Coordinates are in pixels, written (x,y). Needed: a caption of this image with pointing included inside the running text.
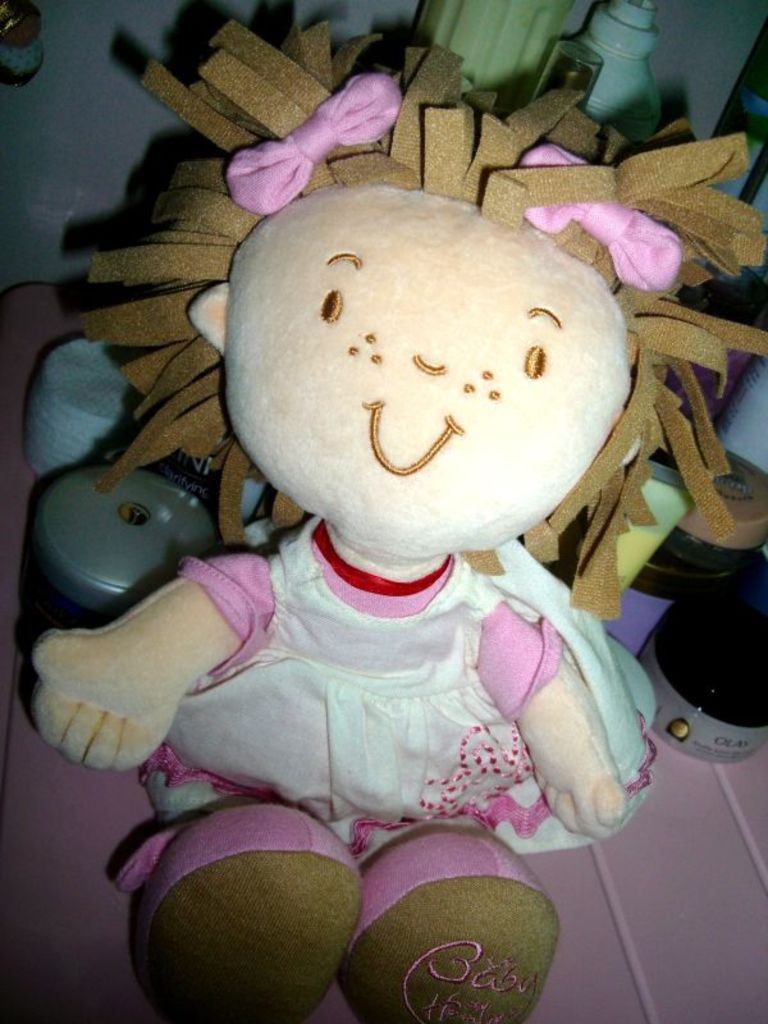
In this picture there is a doll (419,867) in the center of the image (295,415) and there are bottles (752,707) in the background area of the image (632,528).
